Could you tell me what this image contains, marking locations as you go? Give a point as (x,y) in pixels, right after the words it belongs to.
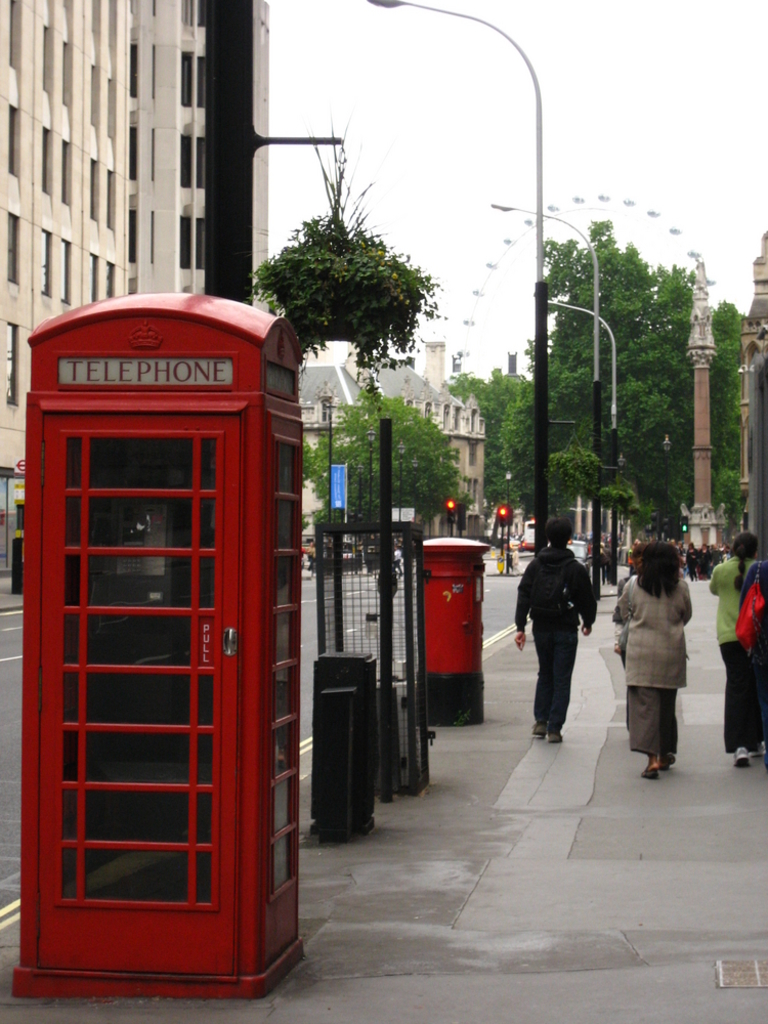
In this image, we can see a telephone booth (246,752), rods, grill (361,634), post box (475,649), poles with light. Here we can see few people (717,583) are walking on the footpath (609,778). Background (689,489) there are so many trees (350,456), buildings (8,412), glass windows (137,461), giant wheel (543,240) and sky (465,126).
